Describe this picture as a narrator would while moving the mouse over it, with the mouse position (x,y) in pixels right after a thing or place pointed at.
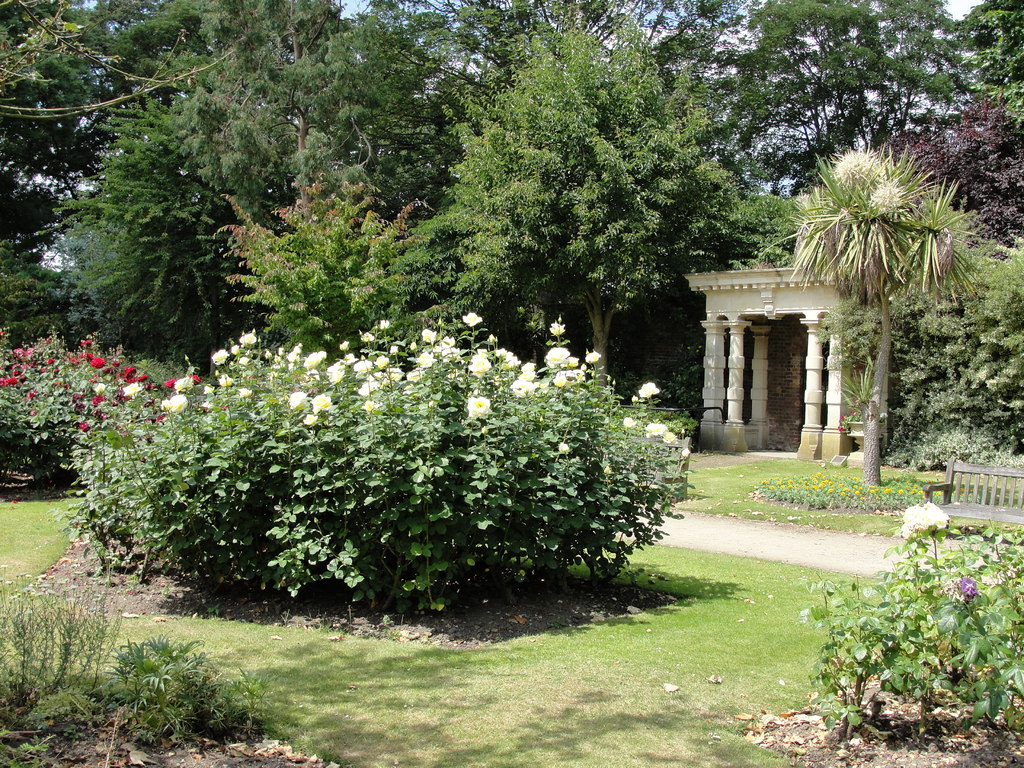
This image consists of many plants (502,510) and trees (95,250). In the front (194,399), we can see the flowers (183,397) in red and white color. On the right (806,409), there is an arch (731,341) and a bench (937,490). At the bottom (668,569), there is green grass (797,583).
